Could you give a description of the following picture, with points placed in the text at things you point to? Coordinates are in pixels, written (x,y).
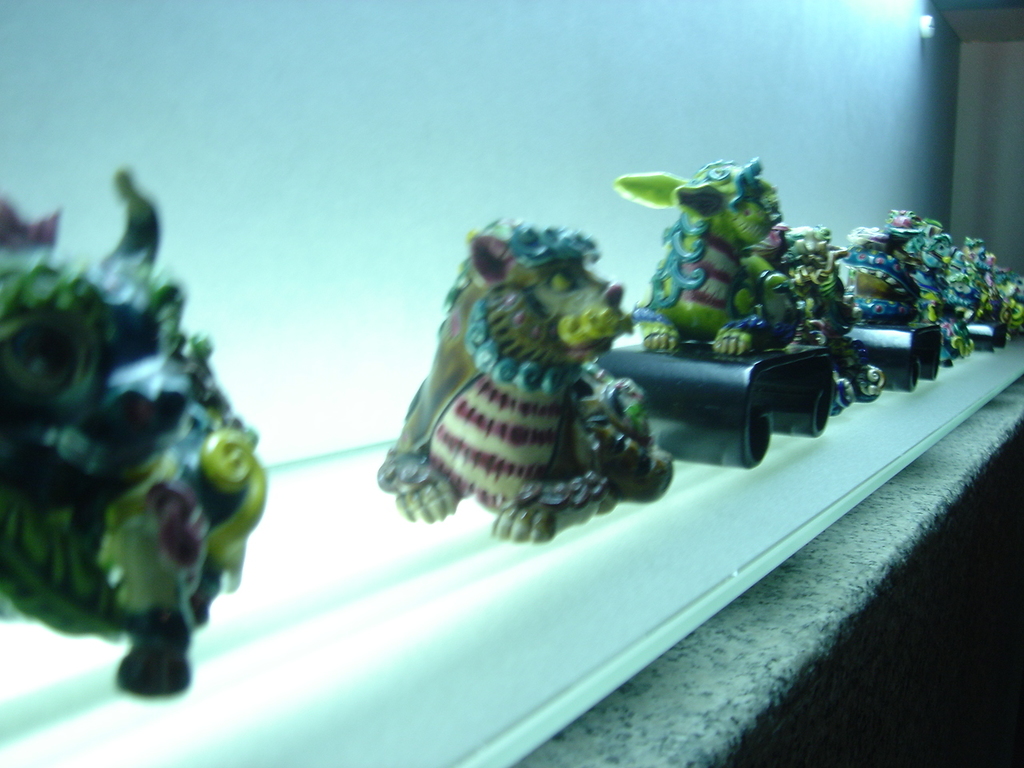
In this image there are toys (576,381) on the surface (624,597), there is a white background (793,135) behind the toys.
